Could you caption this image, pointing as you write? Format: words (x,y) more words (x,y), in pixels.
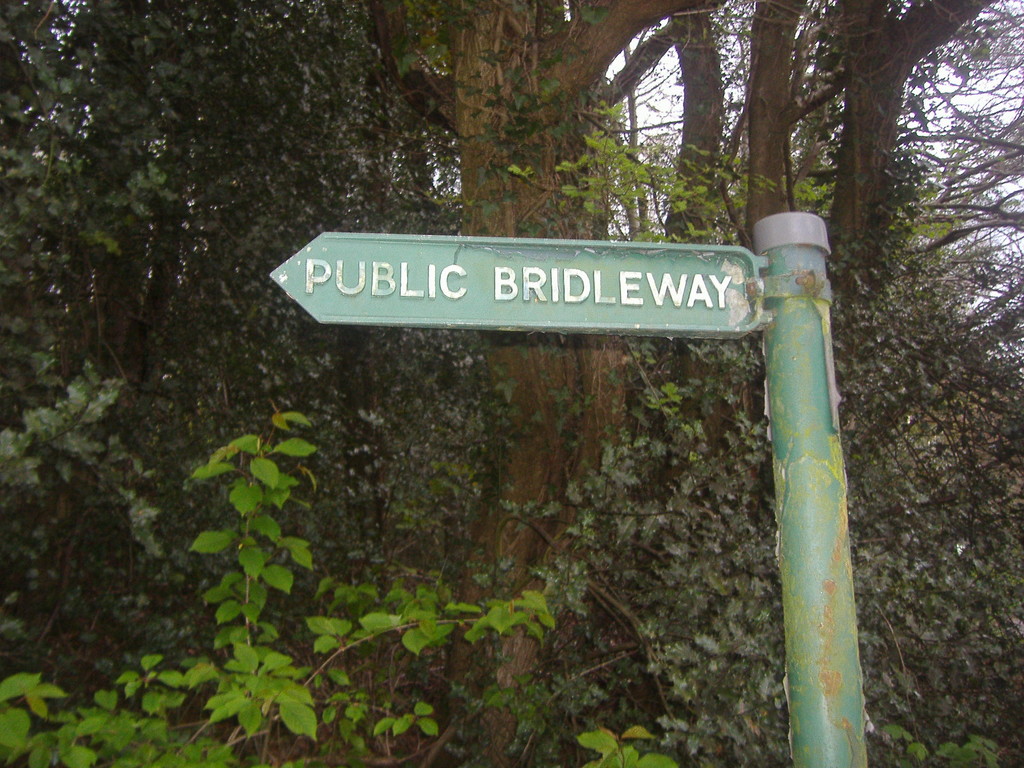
In the picture I can see green color sign board (633,327) on which we can see some text (340,272) is fixed to the pole (829,623) which is on the right side of the image (848,741). In the background (611,49), we can see trees (195,265).
